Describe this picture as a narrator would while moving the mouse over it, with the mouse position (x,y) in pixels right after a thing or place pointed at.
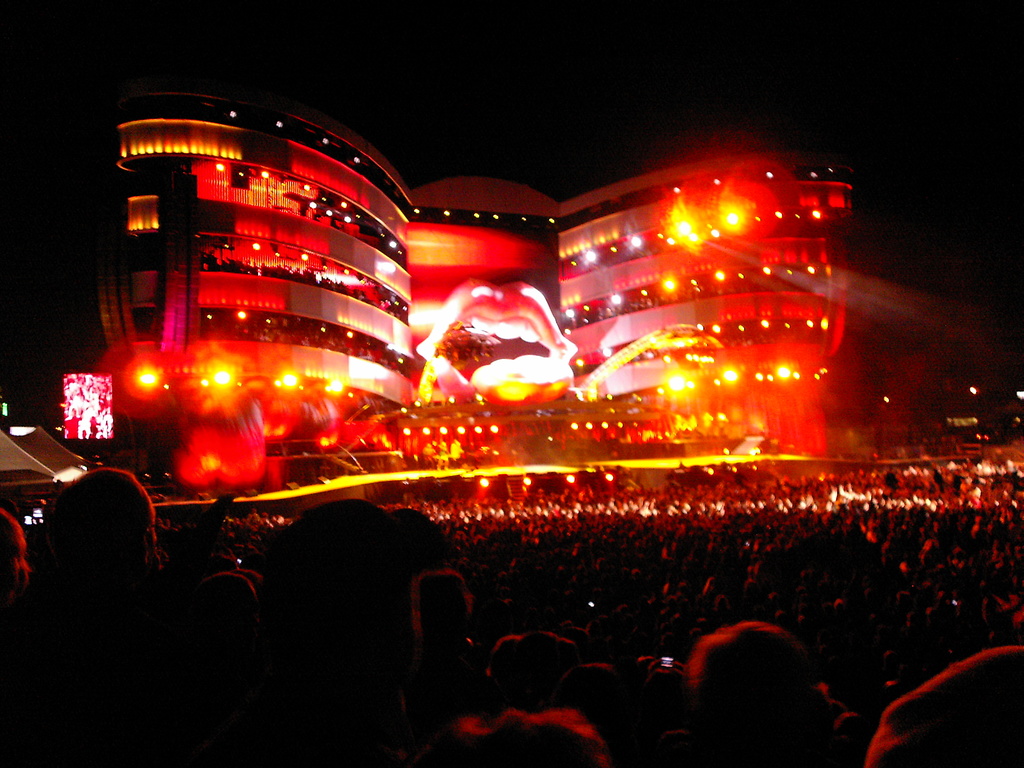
In this image I can see a building (274,352). There are group of people (577,580), there are lights (206,460) and there is a screen (90,410). And the background (766,62) is black.
